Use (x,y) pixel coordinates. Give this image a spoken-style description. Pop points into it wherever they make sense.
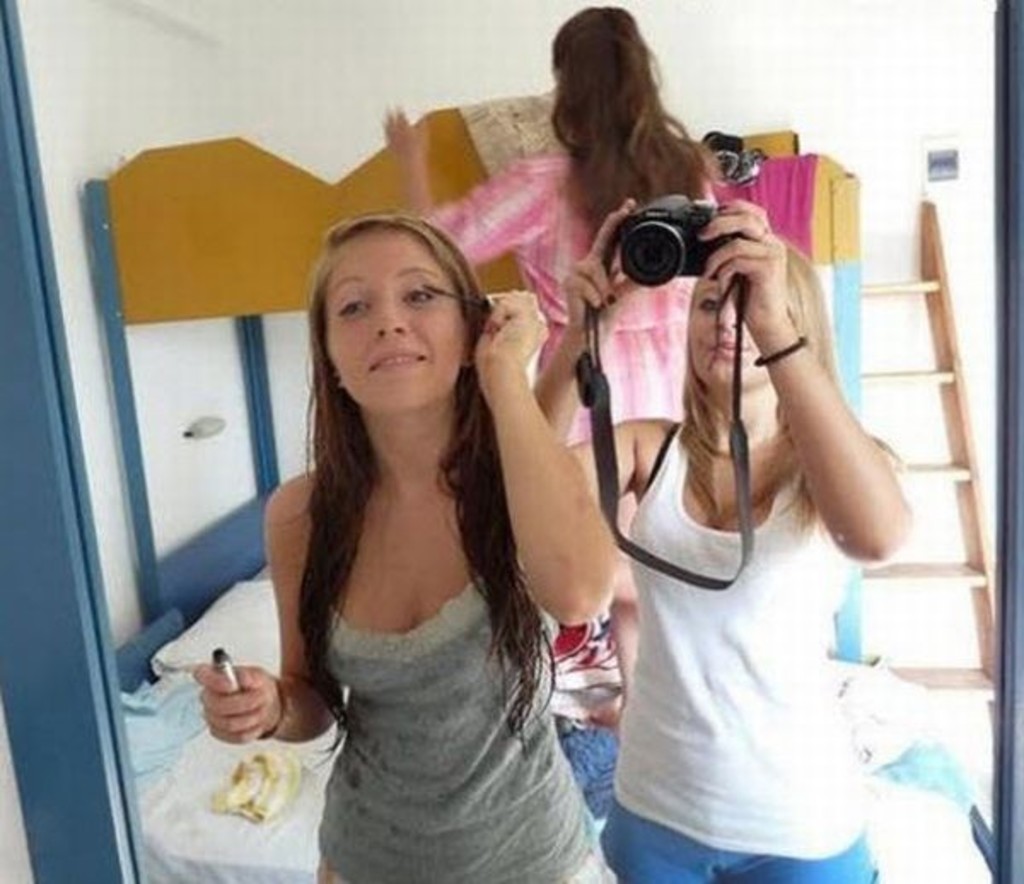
In this image i can see inside view of home (553,123) and there is a bed (176,759) attached to the wall (88,341), there are some clothes (491,124) on the bed (456,112). In the middle of the image (453,570) there are the two persons (654,531) standing, one person (480,533) on the left side (334,418) she is wearing a gray color shirt (409,729) and she is holding a mascara (463,297) on his hand (520,350) and beside her another woman (715,633) wearing white shirt (718,605) and she holding a camera (669,259) on her hand (724,279). on the right side (943,317) there is a ladder (903,287) attached to the wall (890,192). and there is a another woman (491,202) back side of her wearing a pink color skirt (534,196).
